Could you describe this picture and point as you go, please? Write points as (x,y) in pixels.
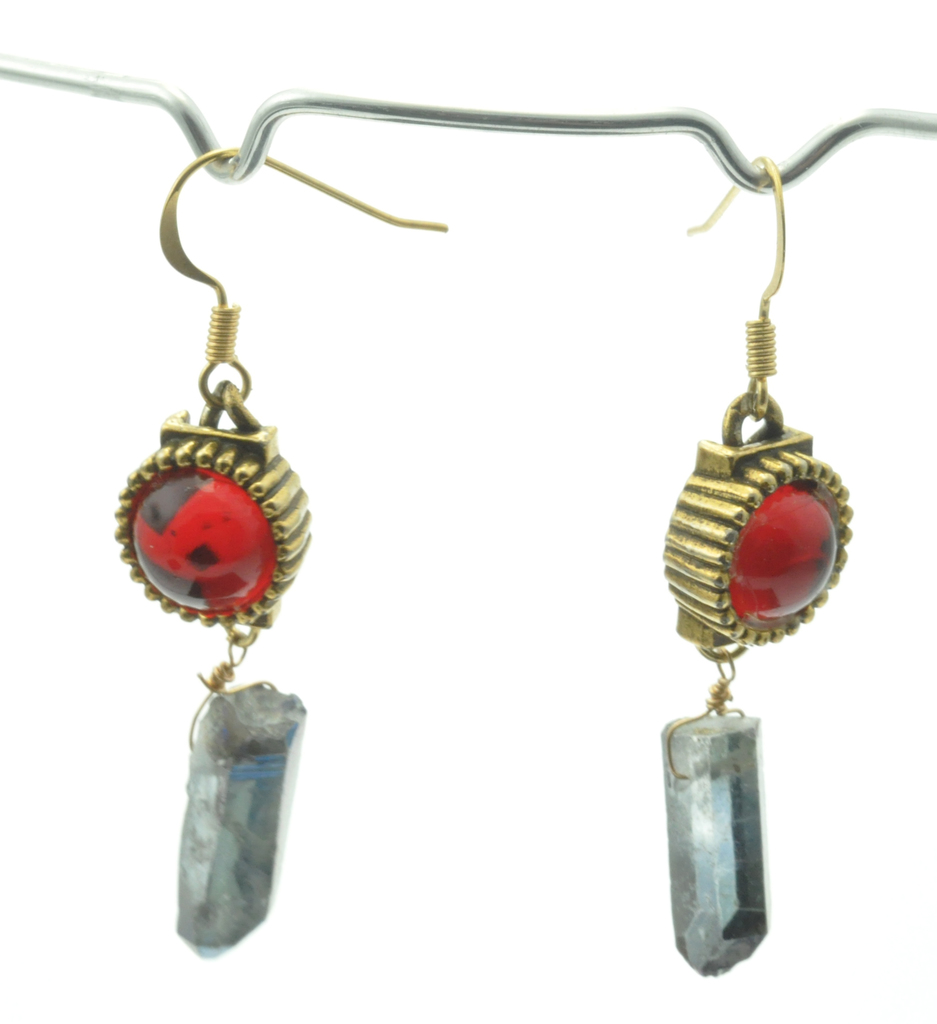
In this image there are two earrings (808,542) on the hanger (192,103).
